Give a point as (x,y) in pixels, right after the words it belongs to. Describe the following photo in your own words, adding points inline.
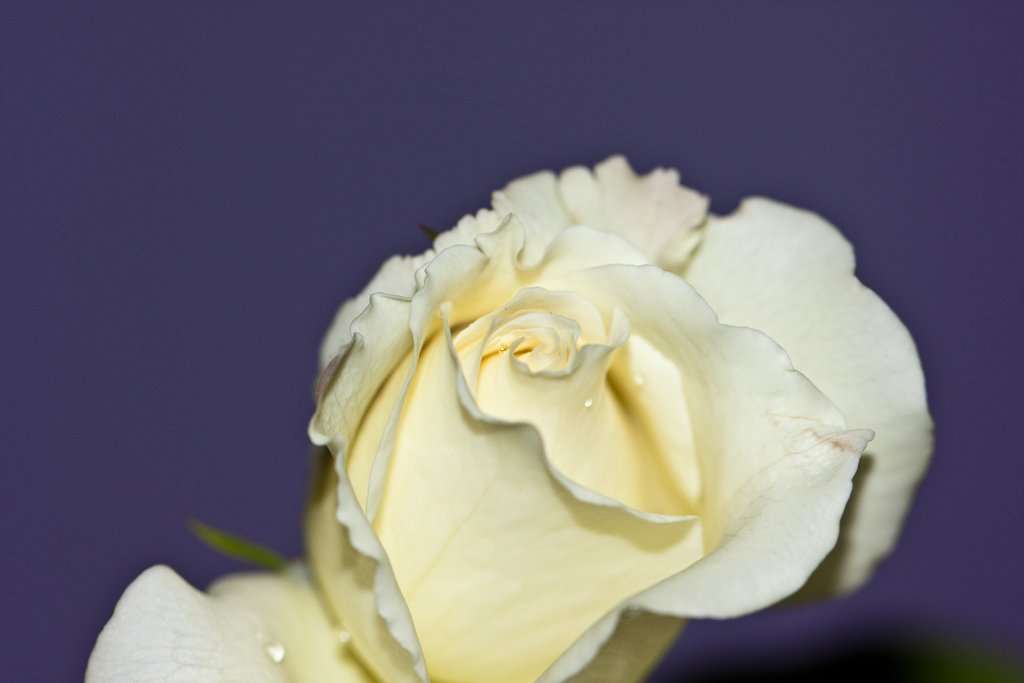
In this picture we can see a flower (363,344). In the background of the image (894,121) it is purple color.
